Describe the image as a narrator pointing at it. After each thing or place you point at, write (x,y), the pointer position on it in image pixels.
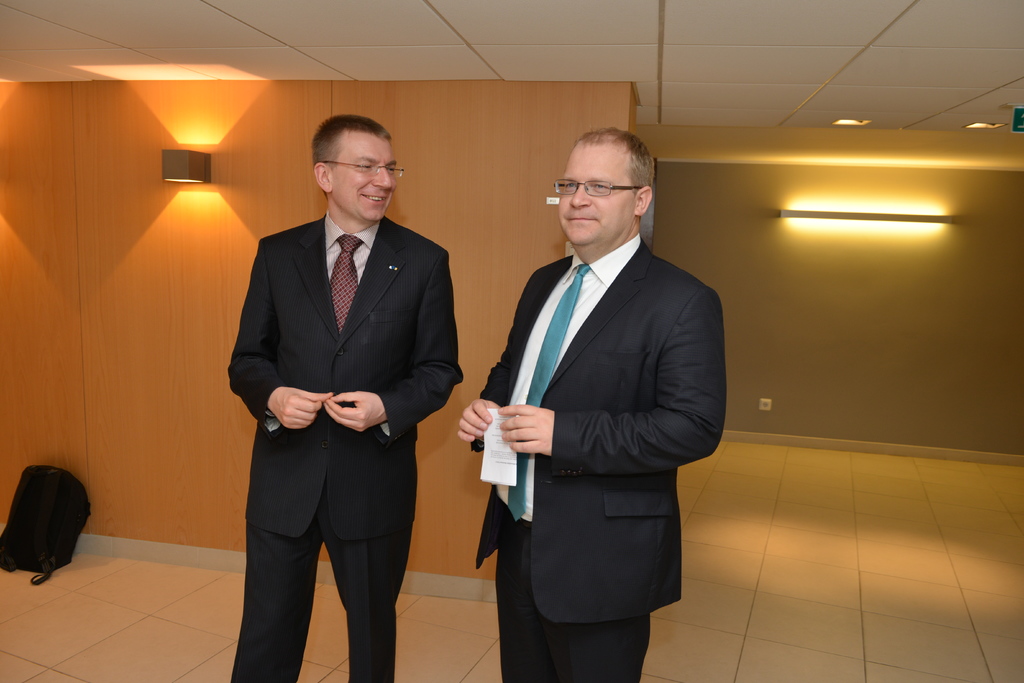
In this image we can see two men (530,559) wearing glasses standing on the floor (758,642). In that a man (538,576) is holding a paper (501,451). We can also see a bag (63,551) on the floor (827,464), a switch board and some lights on a wall (771,386) and some ceiling lights (837,122) to a roof (772,93).
